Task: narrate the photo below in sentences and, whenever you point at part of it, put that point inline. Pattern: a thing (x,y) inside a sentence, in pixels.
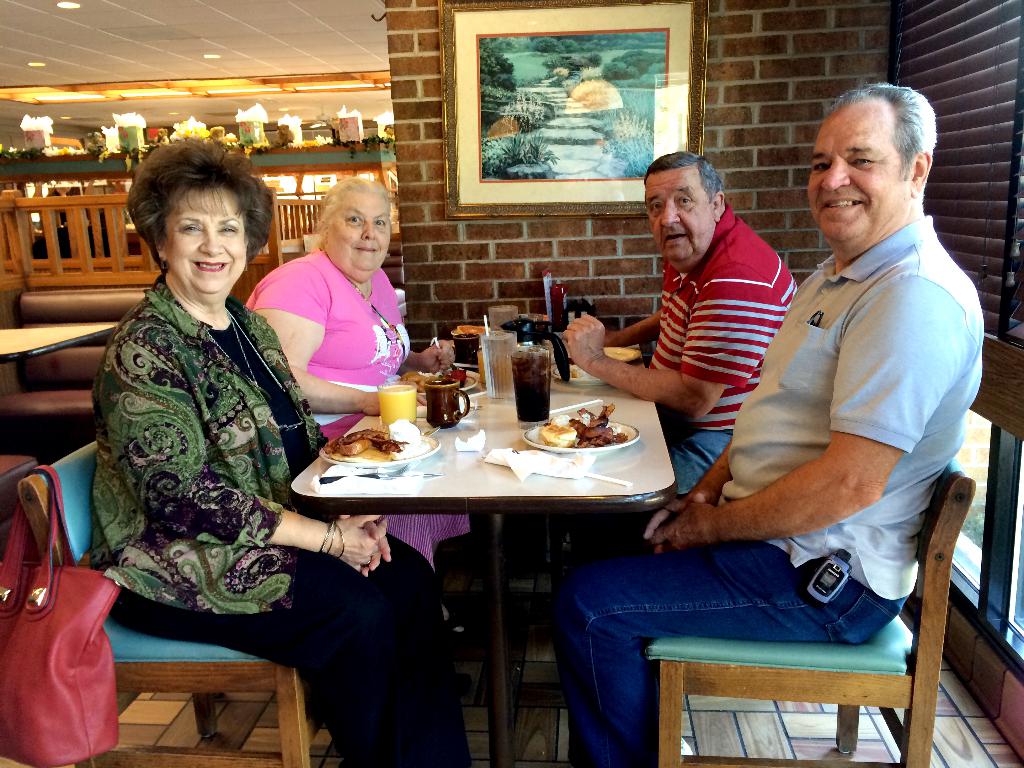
In this picture there are two old man (726,330) and two woman (230,366) sitting in a restaurant dining table (648,489), smiling and giving a pose. Behind there is a brick wall (452,292) and a beautiful painting (554,173) hanging on it. On the left side (47,154) there is a table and some decorative lights (379,119).
